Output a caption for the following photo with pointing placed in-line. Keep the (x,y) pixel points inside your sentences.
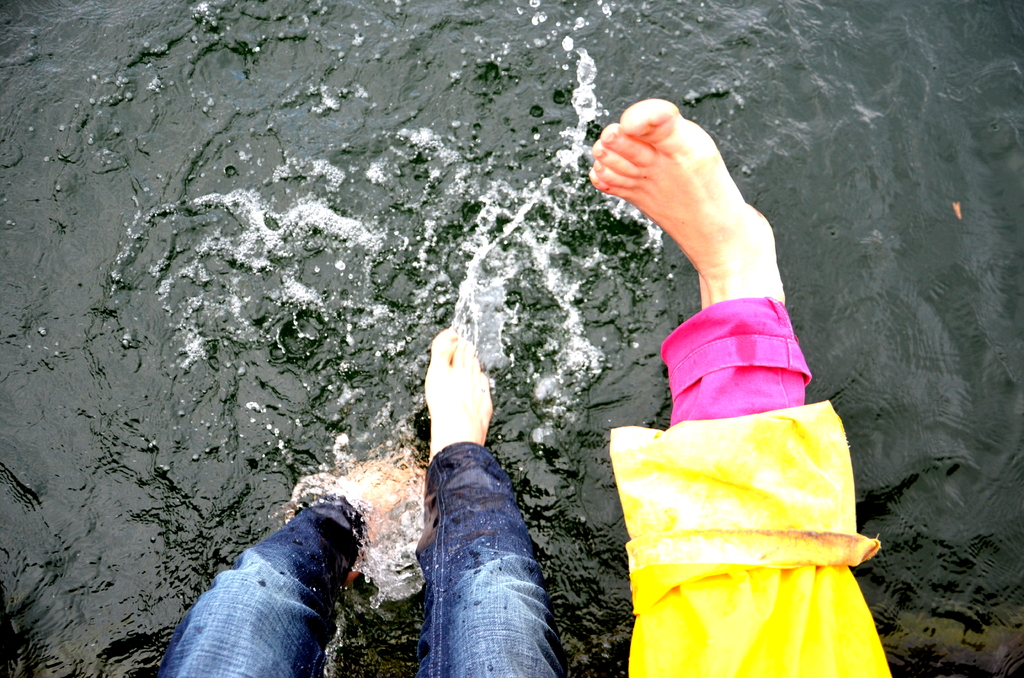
In the center of the image (474,438) we can see human legs (722,508) with colorful costumes (435,576). In the background (501,234) we can see water (618,235).
